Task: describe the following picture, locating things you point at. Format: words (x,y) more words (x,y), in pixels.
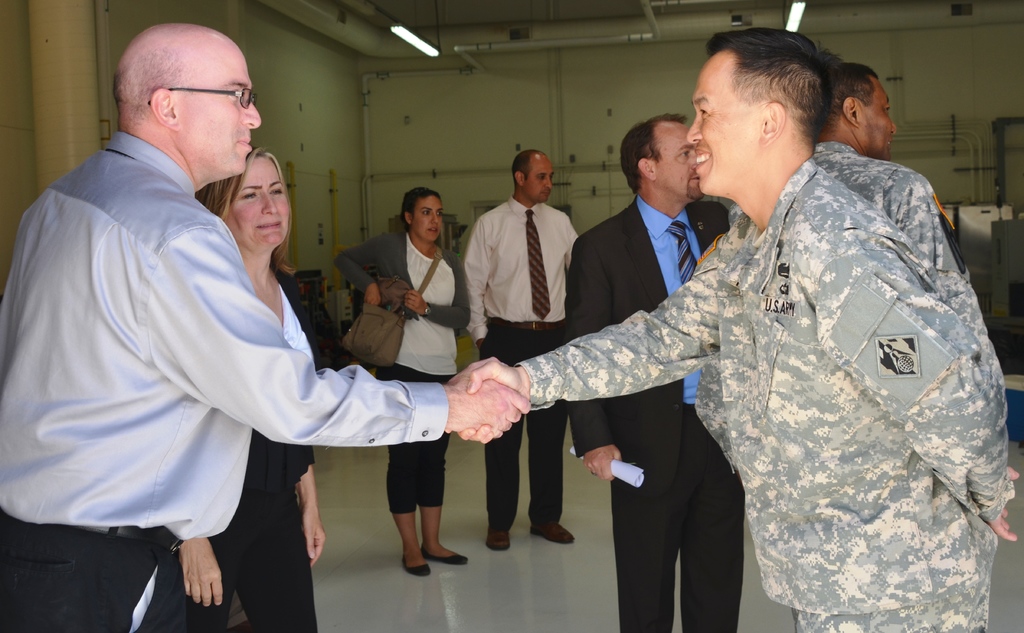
In this image we can see group of people (486,261) are standing, and smiling, there are the lights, there is the wall (466,143).
